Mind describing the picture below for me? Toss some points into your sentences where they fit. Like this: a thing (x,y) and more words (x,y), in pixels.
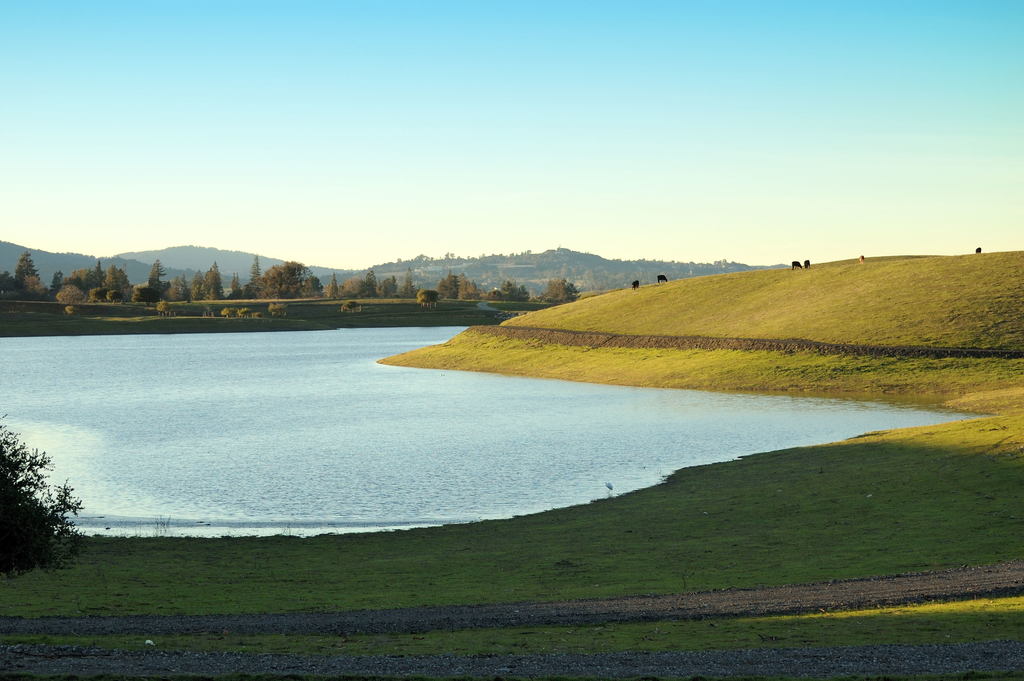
In this image there are few animals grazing in the grass (794,296), few trees (53,528), plants (53,528), water (267,347), mountains (112,264) and the sky (521,178).
